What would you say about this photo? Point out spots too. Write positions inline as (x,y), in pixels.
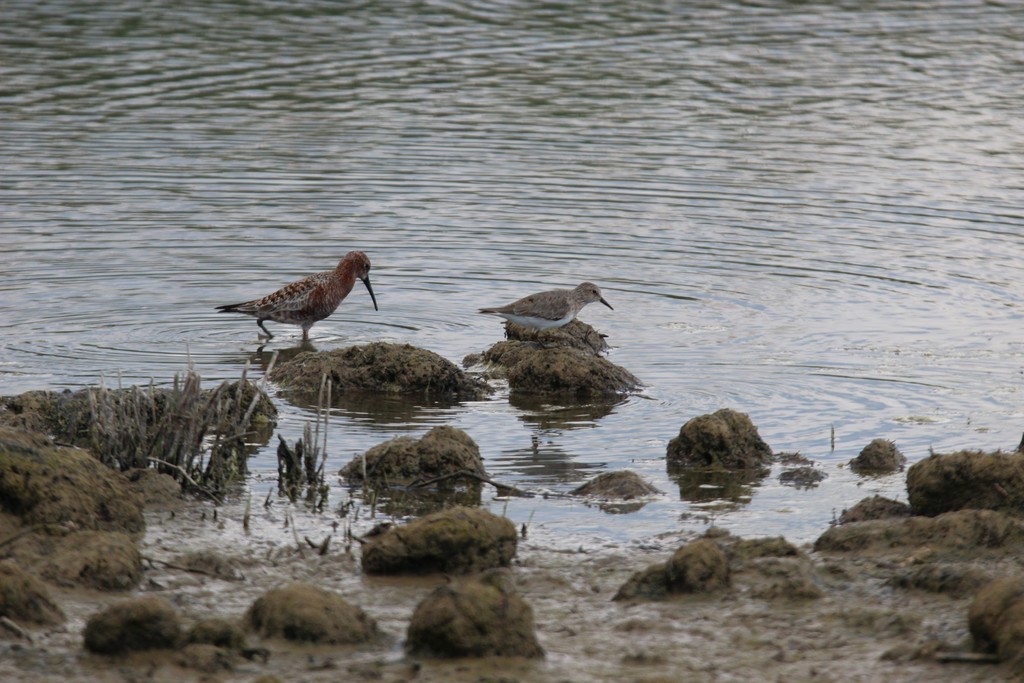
In the image I can see two birds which are on the mud (47,554) in the water (264,456).
